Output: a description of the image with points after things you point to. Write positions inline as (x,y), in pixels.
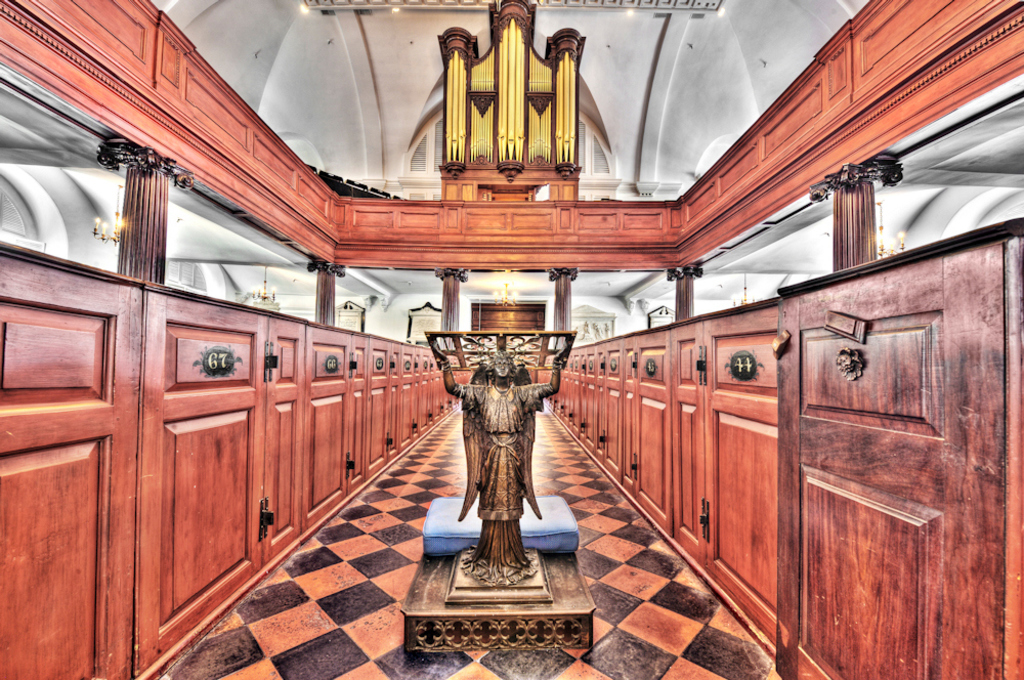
In this picture there is a statue (479,442) and there are few wooden cupboards (226,415) on either sides of it and there are some other objects (449,304) in the background (515,310).
